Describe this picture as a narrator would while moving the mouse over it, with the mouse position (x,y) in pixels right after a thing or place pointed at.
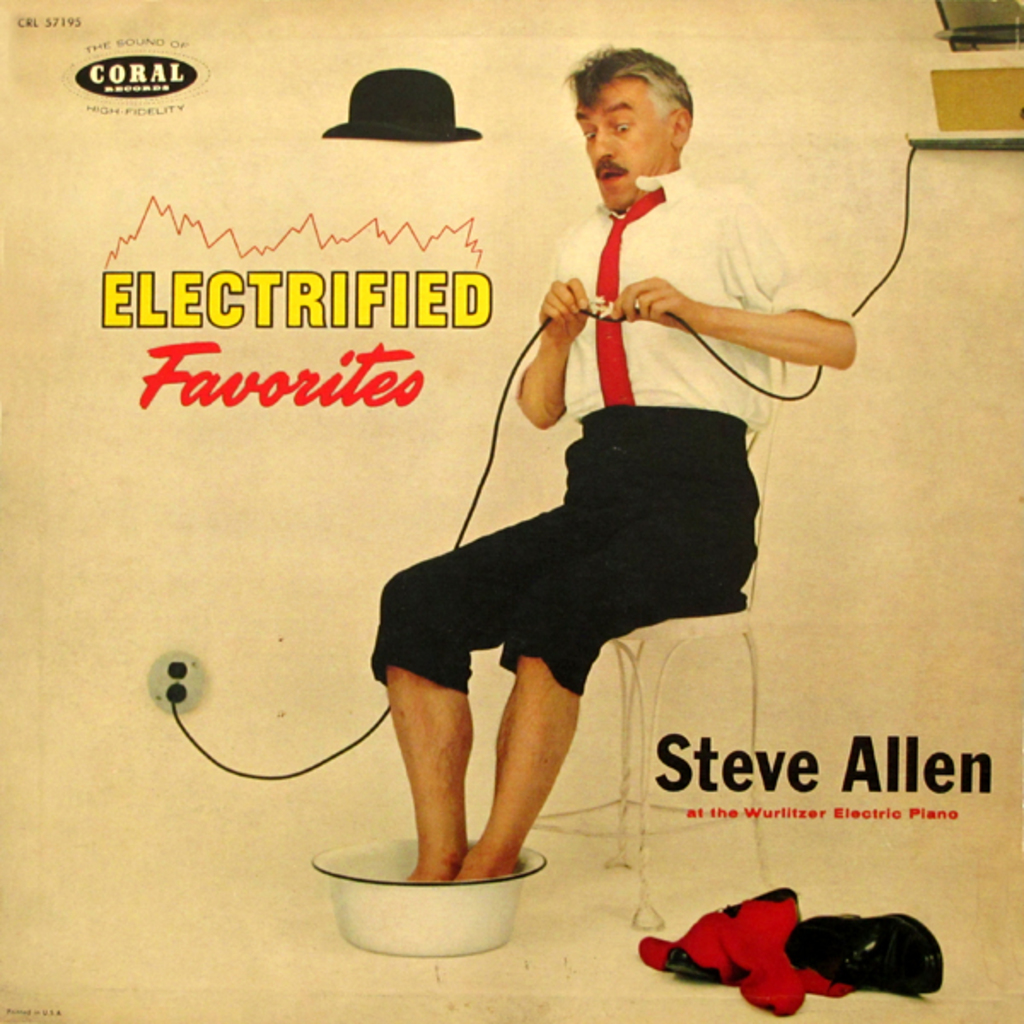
This is an advertisement and here we can see an image of a person (556,345) holding a wire (596,312) and sitting on the chair (617,663) and putting his legs (447,804) in the tub (400,892). In the background (151,72), we can see some objects (946,93) and there is some text (383,376).
